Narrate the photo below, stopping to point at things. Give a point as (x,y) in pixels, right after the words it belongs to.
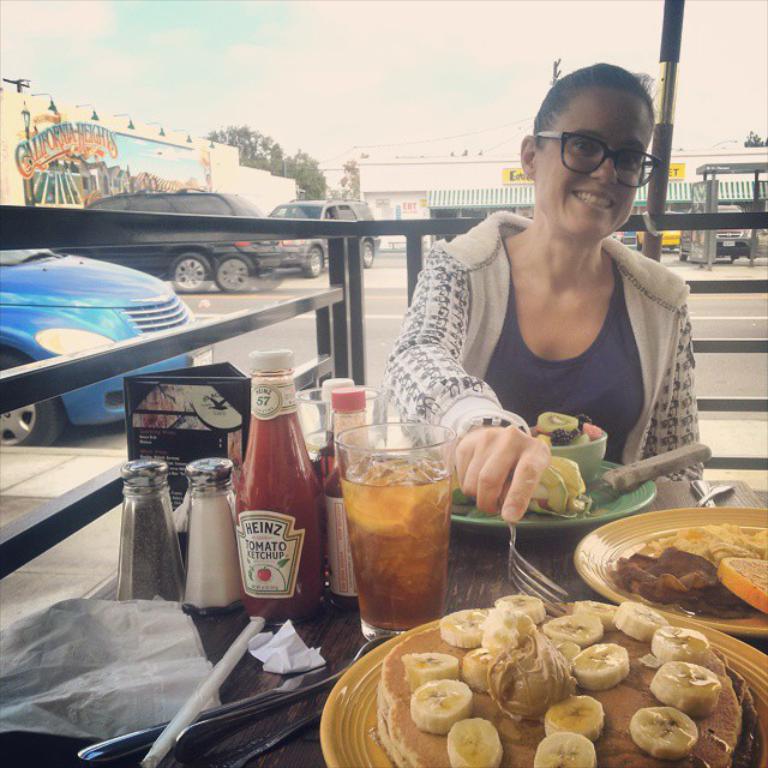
In this image we can see a woman (605,343) sitting on the chair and a table (223,630) is placed in front of her. On the table (337,664) we can see salt and pepper sprinklers (208,544), menu card (206,431), condiments (278,470), beverage glass (395,521), desserts (605,643) on the serving plates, fruits (568,449) in a bowl (572,450) and cutlery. In the background (186,263) we can see motor vehicles (220,253) on the floor (218,294), electric lights (175,130), trees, stores (379,185) and sky (305,112) with clouds (287,112).
